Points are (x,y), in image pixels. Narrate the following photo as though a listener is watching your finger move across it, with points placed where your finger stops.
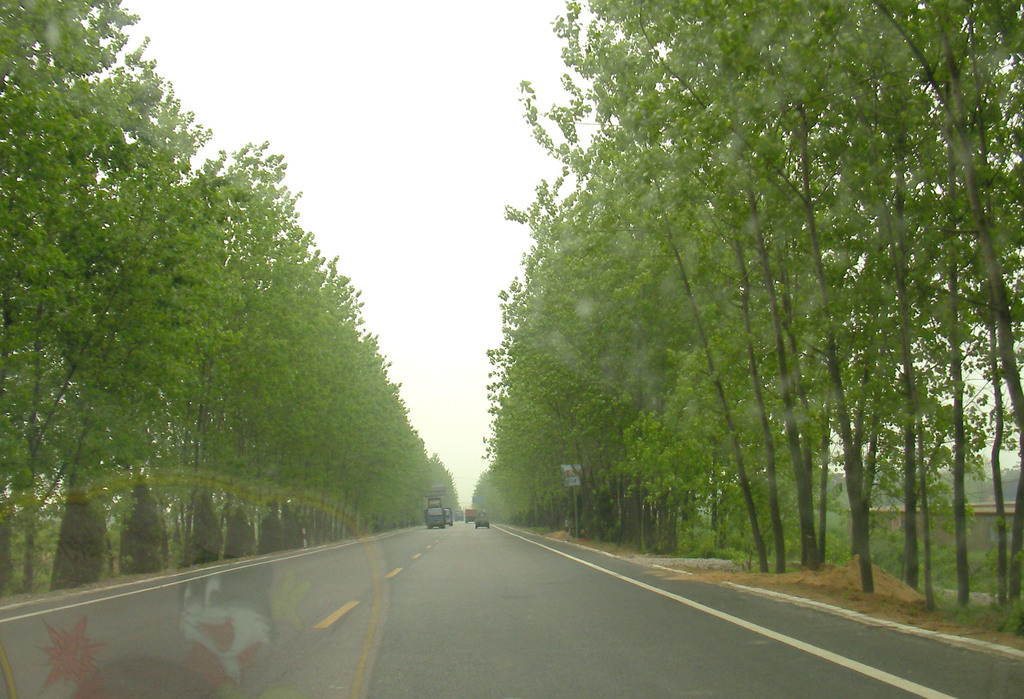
In the picture we can see a road (335,656) and beside the road (501,632) we can see, full of trees (27,179) and top of it, we can see a sky (376,214) and on the road (445,557) we can see some vehicles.
